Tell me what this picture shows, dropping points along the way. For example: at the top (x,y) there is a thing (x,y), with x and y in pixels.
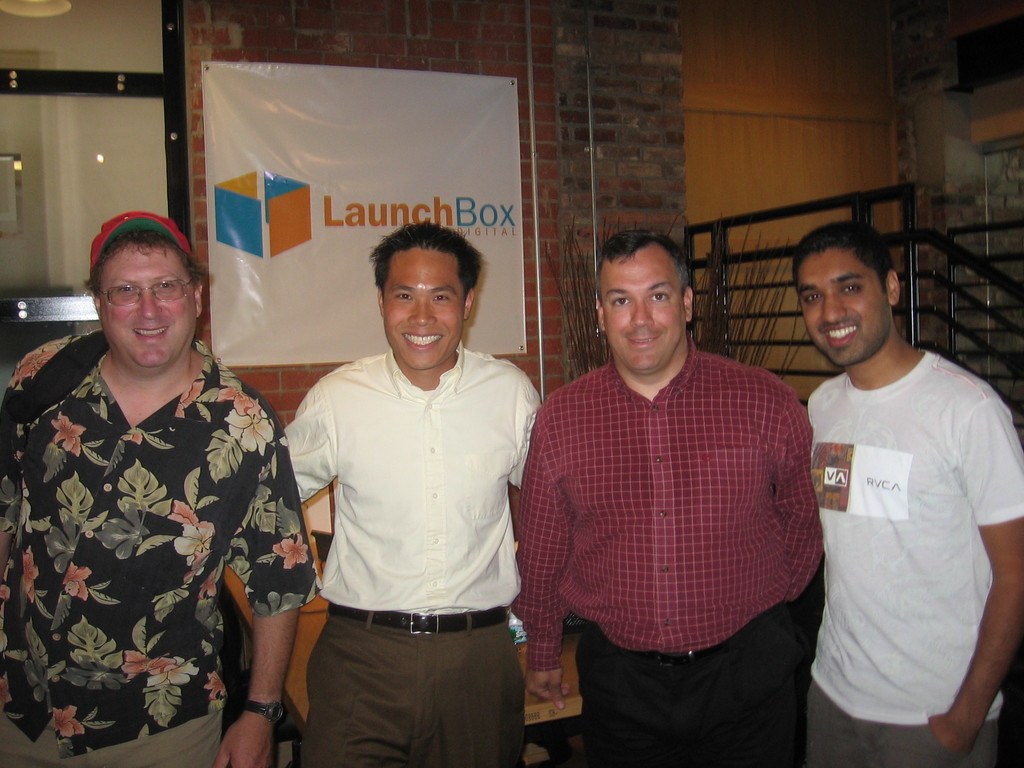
In front of the image there are four people (158,287) wearing a smile on their faces (150,333). Behind them there is a table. There is a plant (572,312). On the right side of the image (969,293) there is a railing (1021,309). There is a banner (342,153) attached to the wall (609,196). On the left side of the image (34,233) there is a glass door (9,130) through which we can see the photo frame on the wall (134,200).
